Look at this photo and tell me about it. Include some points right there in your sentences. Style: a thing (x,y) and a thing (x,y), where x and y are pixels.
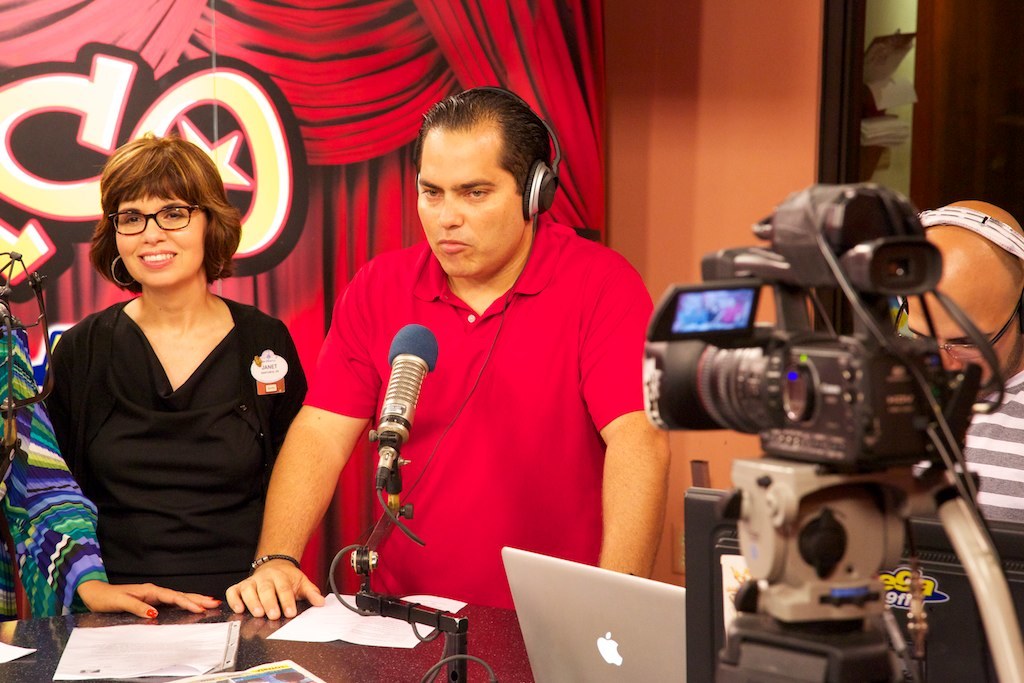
On the left side (179,242), there is a woman (236,405) in black color T-shirt (247,421), smiling and standing. Beside her, there is another person (36,458) who is standing, a person (329,434) in a red color T-shirt (519,327) and placing a hand (264,586) on a table (471,654), on which there are papers (359,618). On the right side (972,460), there is a mic (405,396) attached to a stand (439,616), there is a laptop (572,632), a camera (677,366) and a person (993,486). In the background (768,62), there is a banner (529,15) and a wall (681,83).
